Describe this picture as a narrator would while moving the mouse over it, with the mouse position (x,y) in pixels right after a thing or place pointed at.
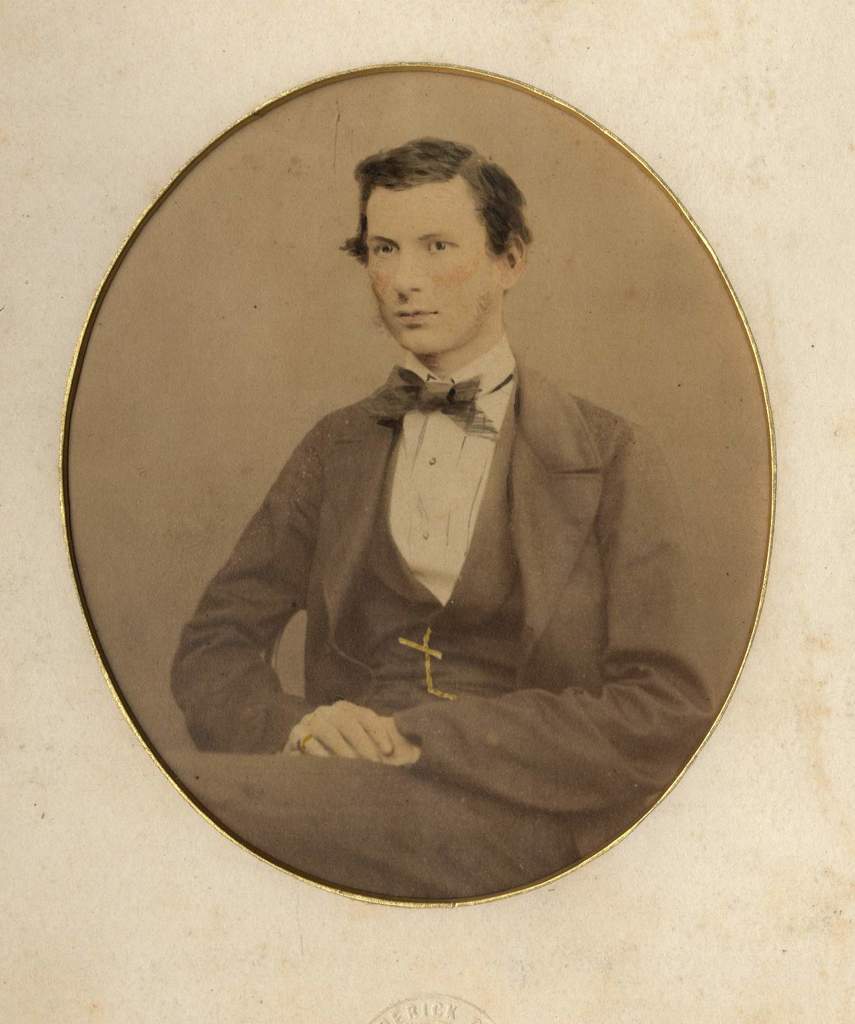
In this image we can see the picture of a person (436,706) sitting. On the bottom of the image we can see a stamp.
